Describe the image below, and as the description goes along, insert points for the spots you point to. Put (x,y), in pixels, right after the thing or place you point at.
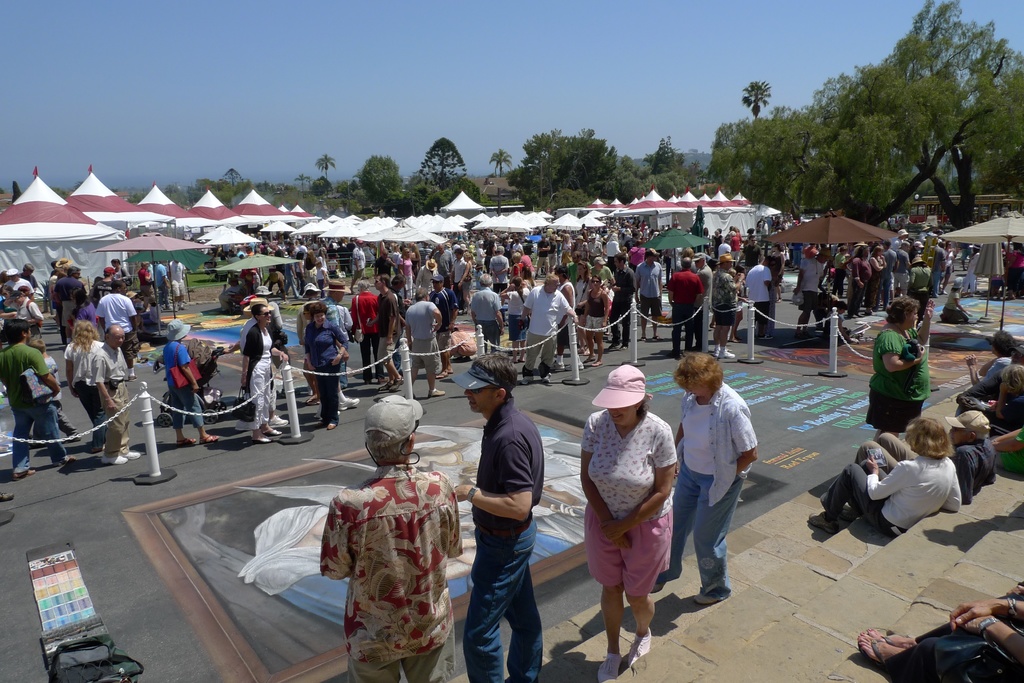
In this picture we can observe a painting (302,530) on the road (797,389). There are some members (644,536) standing and watching this painting (258,577). There were men (414,479) and women (81,360). Some of them were sitting on the right side (935,452). We can observe white color tents (299,228). In the background (375,191) there are trees (599,184) and a sky (325,116).
